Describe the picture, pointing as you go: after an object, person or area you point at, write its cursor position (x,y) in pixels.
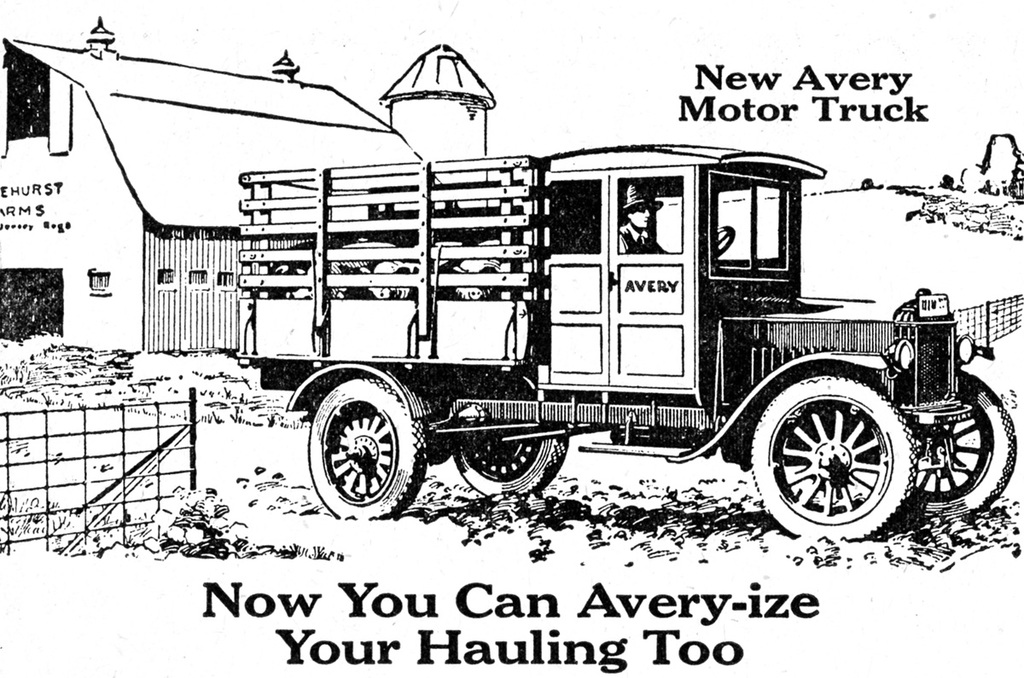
This looks like a drawing. I can see a truck (499,340). Here is a person (621,239) sitting in the truck (646,277). This looks like a building (218,202) with the windows (164,281). I think this is a gate (142,497). This looks like a plant (205,522). These are the words (624,614) on the image.
